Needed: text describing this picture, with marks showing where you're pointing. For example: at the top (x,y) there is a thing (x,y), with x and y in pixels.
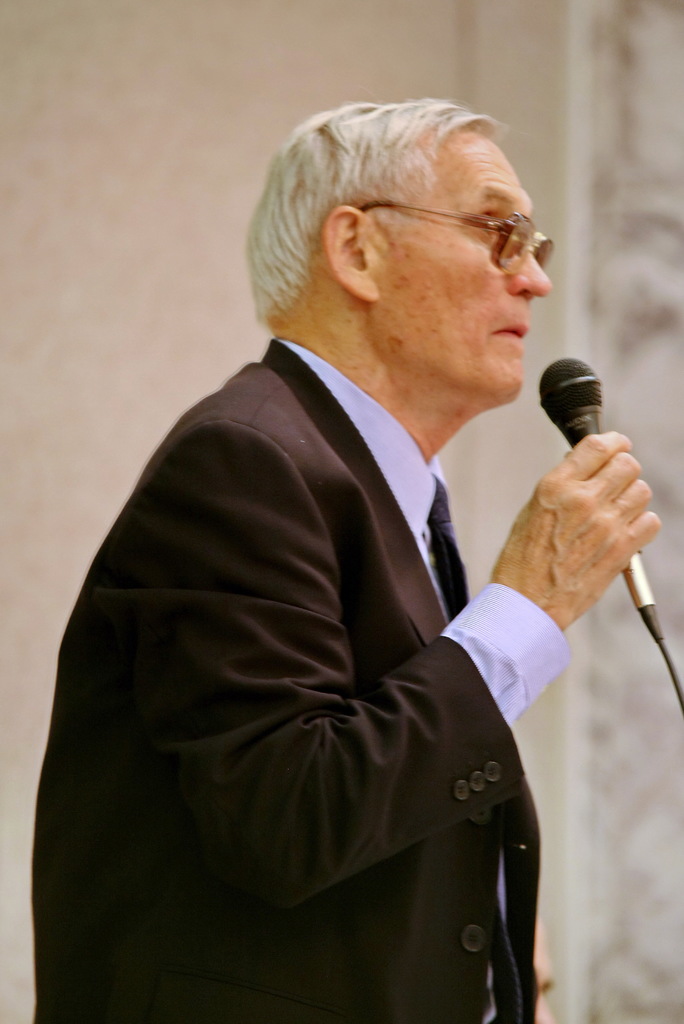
Here we see a man (223,410) standing and holding a microphone (638,558) in his hand (645,492).
